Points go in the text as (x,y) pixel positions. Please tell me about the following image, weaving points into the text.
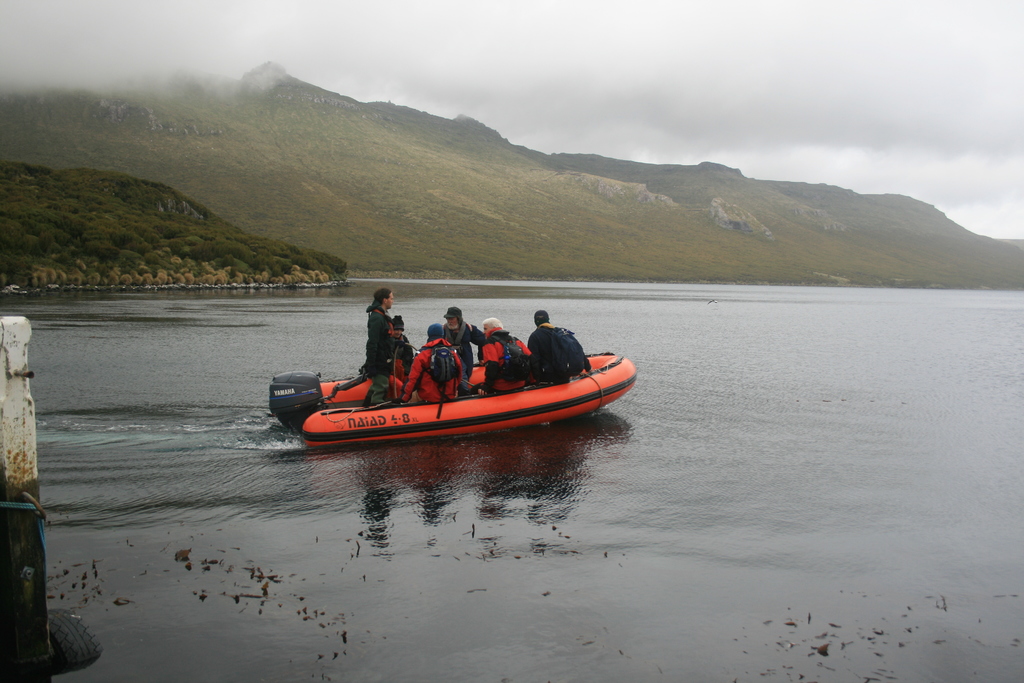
In this image, we can see a group of people (469,360) are sailing a boat (529,412) on the water (440,588). Few are wearing backpacks (442,357). Left side of the image (17,437), we can see a pole (19,486), rope (9,507), tyre (81,623). Background (96,249) we can see the mountains (407,236) and trees (212,236).
